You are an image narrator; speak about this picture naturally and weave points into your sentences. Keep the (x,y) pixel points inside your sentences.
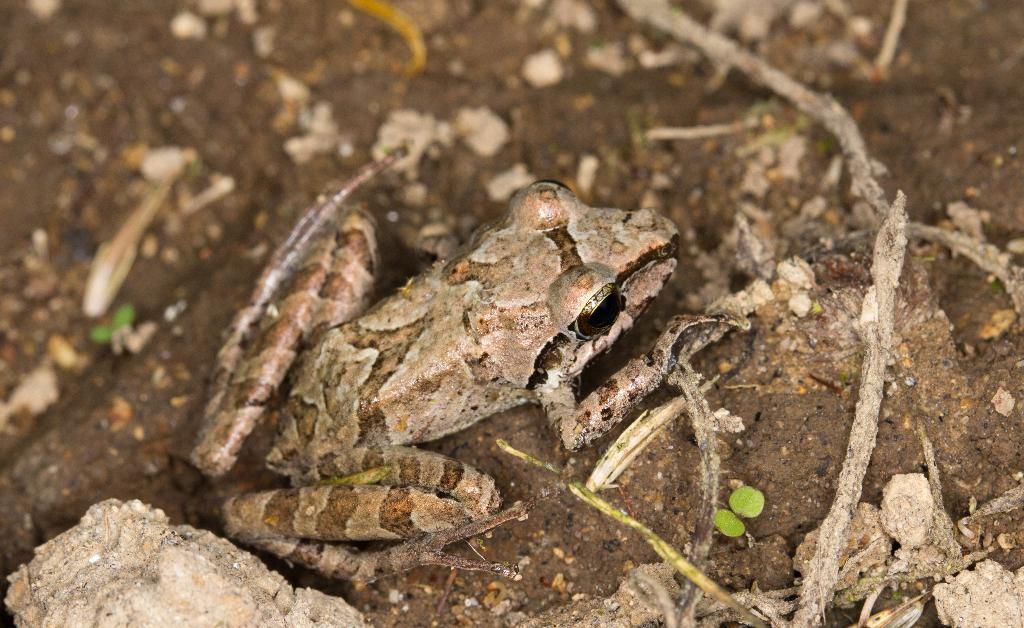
In this image we can see a frog (451,385) on the ground (273,185).
